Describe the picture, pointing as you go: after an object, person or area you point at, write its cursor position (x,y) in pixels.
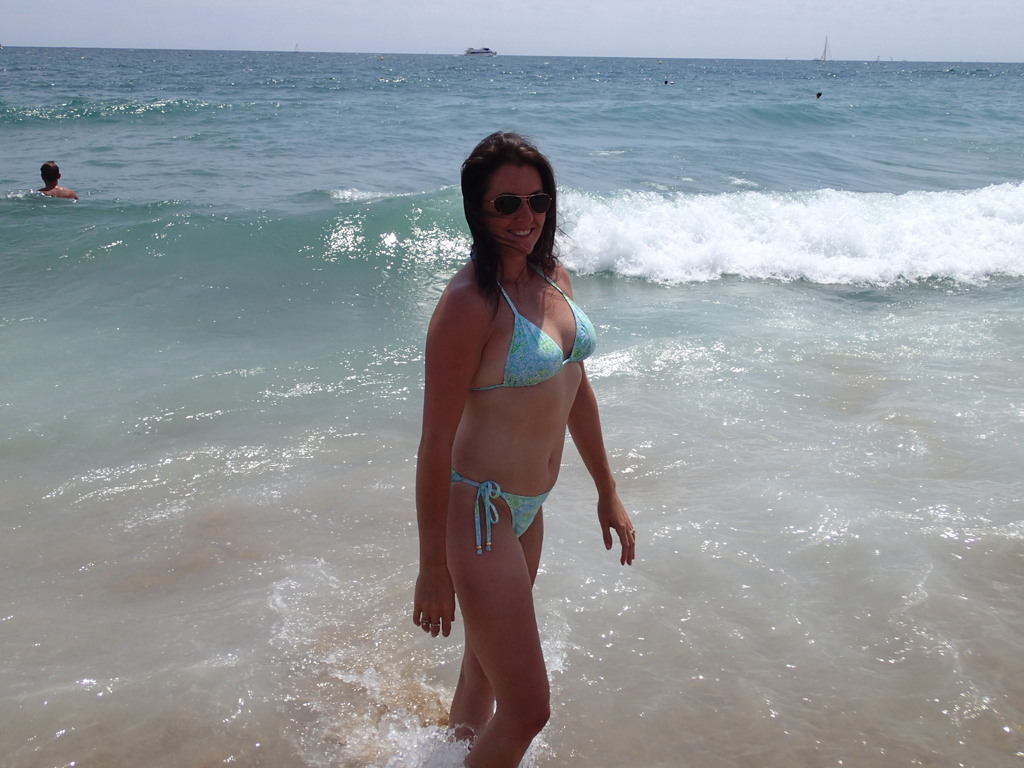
In this image, we can see a woman (492,427) is standing in the water (568,621) and smiling. She wore a goggles (512,211). Background (189,319) there is a sea (315,269). Here a person (58,190) in the water (23,233).
